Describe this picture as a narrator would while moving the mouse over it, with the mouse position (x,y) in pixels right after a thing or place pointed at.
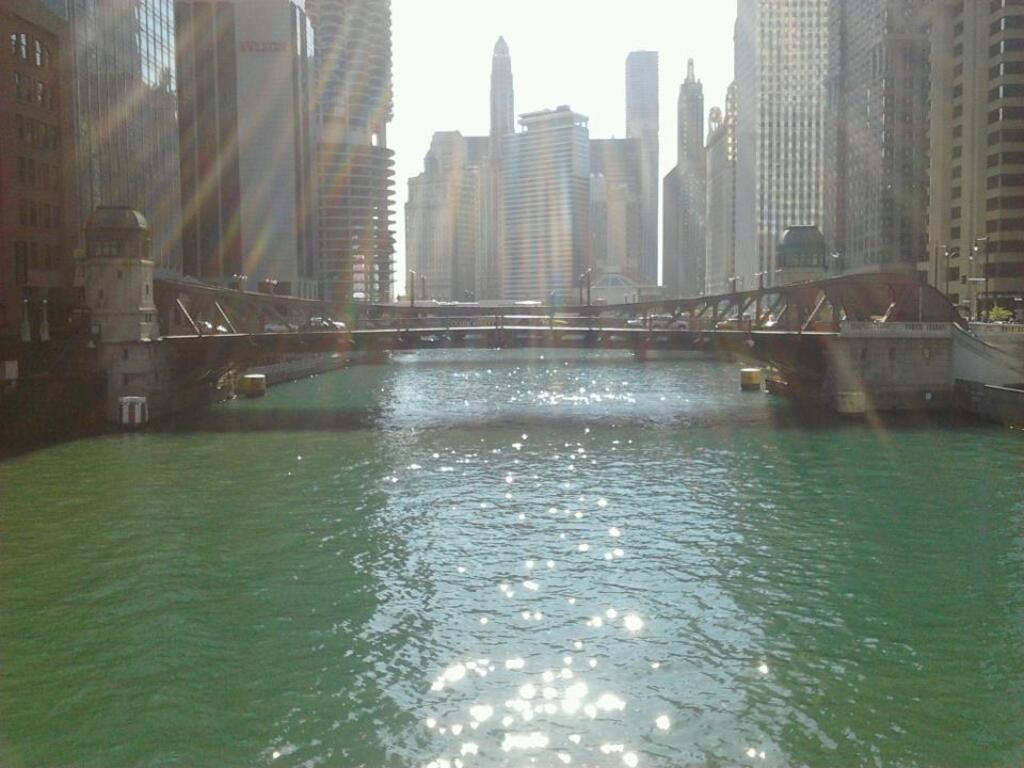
In this image there is the sky (600,40) towards the top of the image (549,34), there are buildings (640,81), there are buildings (783,152) towards the right of the image (965,90), there are buildings (52,126) towards the left of the image (113,136), there is text (254,45) on the building (262,73), there are poles (935,265) towards the right of the image (988,269), there is a bridge (475,302), there is water (575,618) towards the bottom of the image (536,580).
